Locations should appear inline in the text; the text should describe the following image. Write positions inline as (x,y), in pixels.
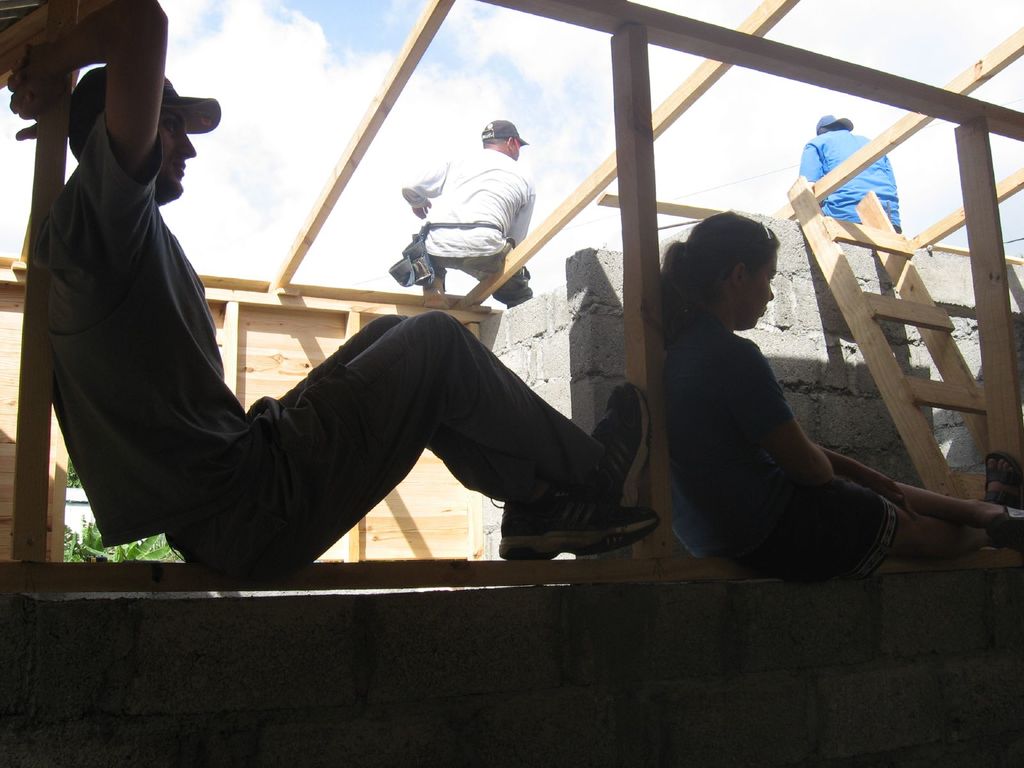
At the bottom of the image (356,579) we can see a wall (869,581), on the wall (1000,753) two persons (76,298) are sitting. Beside them there is wall (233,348) and steps (799,206), on the wall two persons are sitting. At the top of the image (391,111) there are some clouds (1018,214) in the sky (171,211). Behind the wall (16,618) there are some trees (83,554).
